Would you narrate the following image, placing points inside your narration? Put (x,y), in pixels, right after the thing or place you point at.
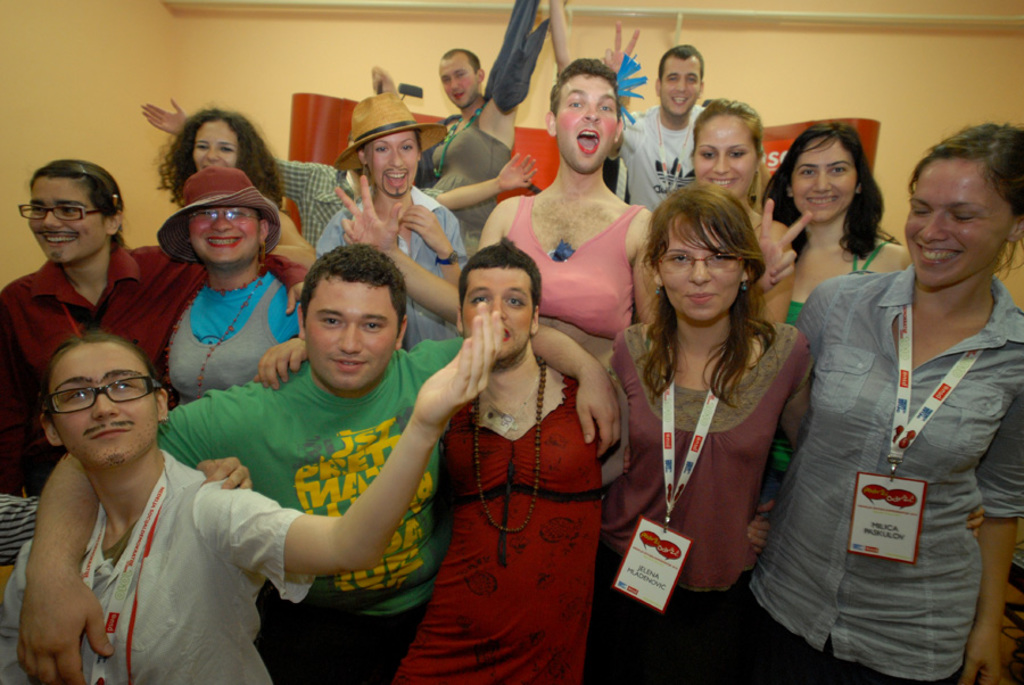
In the image we can see there are many people (648,447) wearing clothes (657,463) and they are smiling. Some of them are wearing identity card (670,567), spectacles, hat (211,173) and neck chain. We can even see the banner (315,119) and the wall (49,25).
